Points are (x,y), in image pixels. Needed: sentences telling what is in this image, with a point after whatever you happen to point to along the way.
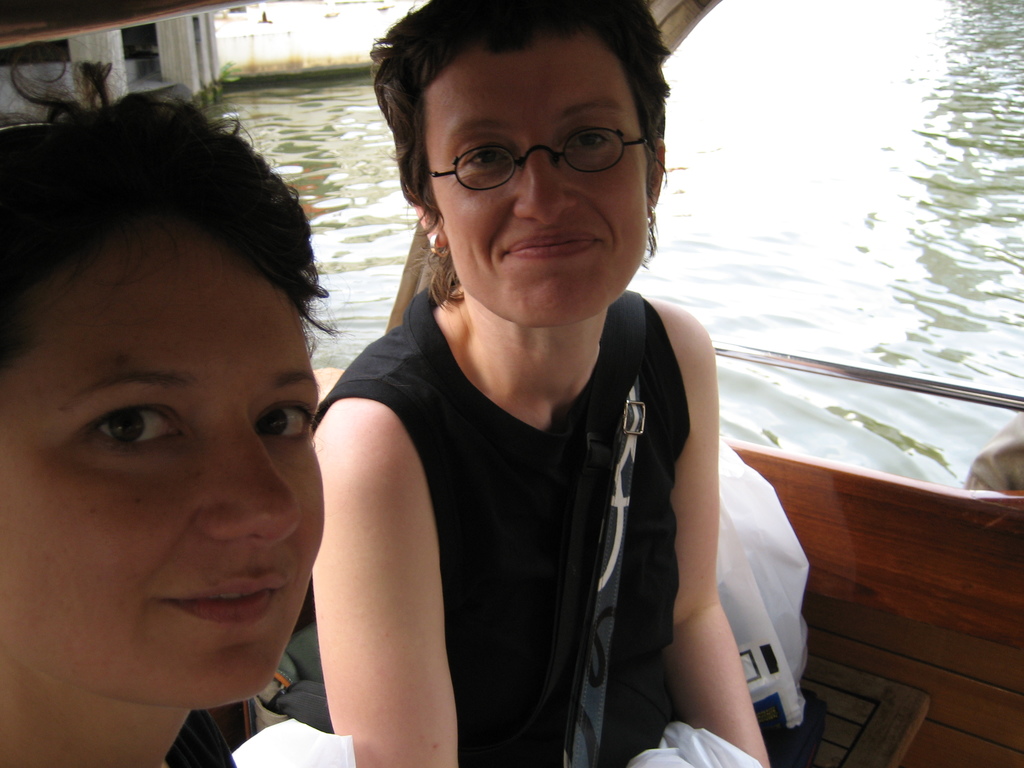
In this image we can see two persons (281,332) are sitting in a boat (801,470) and smiling, there is the water (767,148).
